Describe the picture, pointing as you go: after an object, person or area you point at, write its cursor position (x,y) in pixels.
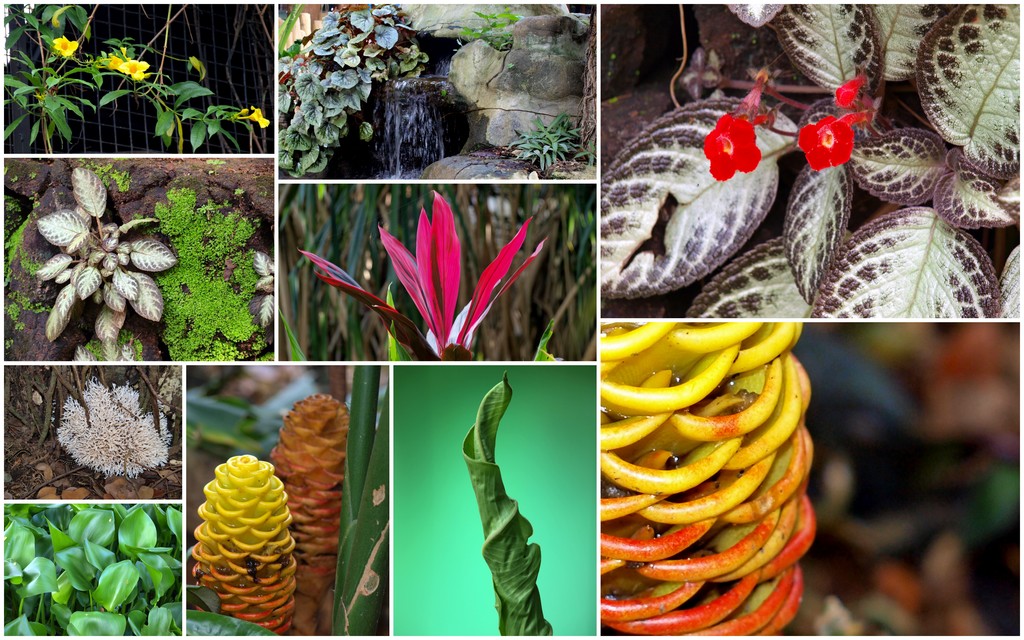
This is a collage. In this picture we can see a few plants (310,101) and flowers (780,404).
